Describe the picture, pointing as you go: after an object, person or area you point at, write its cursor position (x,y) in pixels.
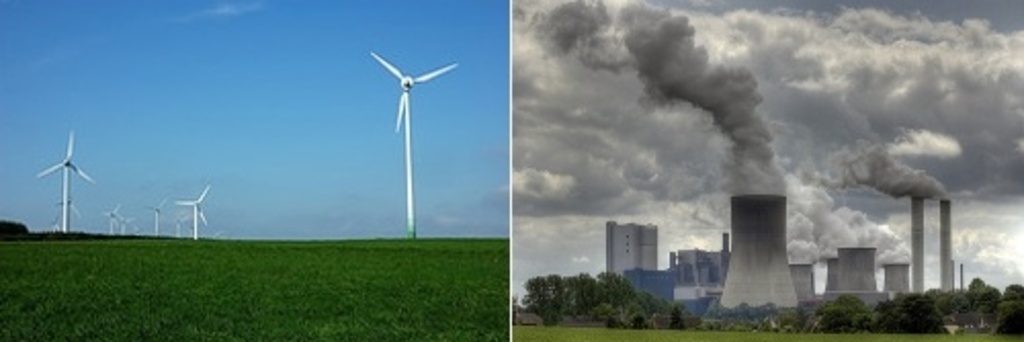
This is the collage of two images. In the first image grassy land (307,270) and windmill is there. The sky (43,135) is in blue color. In the second image smoke (724,96) is coming out from the factory (828,267). Bottom of the image (676,318) trees (676,318) are there.
